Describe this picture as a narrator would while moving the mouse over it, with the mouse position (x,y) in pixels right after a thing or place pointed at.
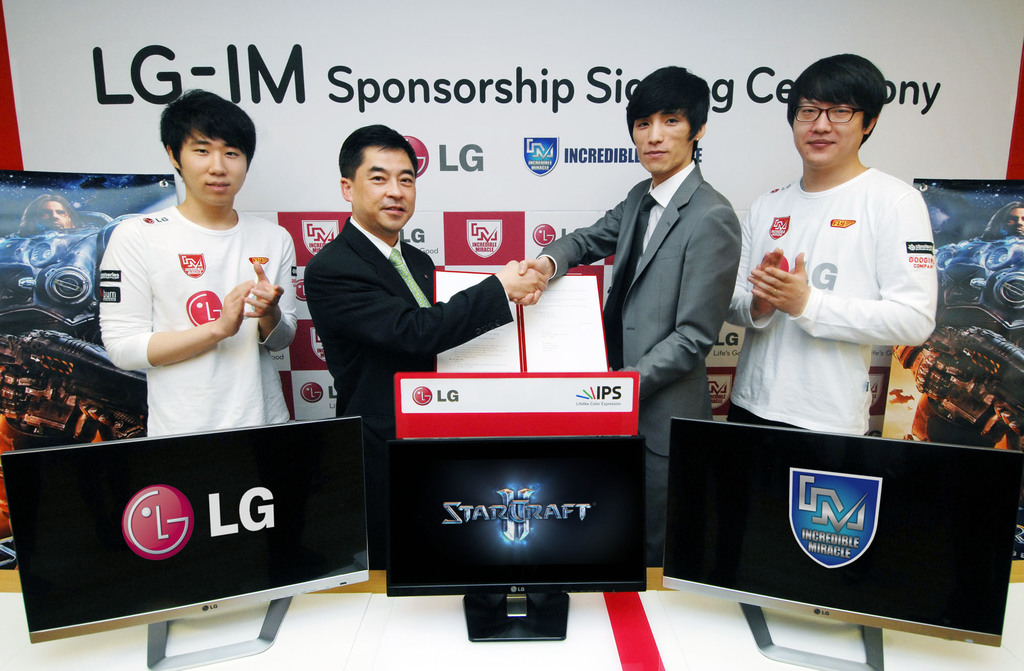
In this image we can see men (642,397) standing on the floor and display screens (253,496) are placed on the table (588,604) in front of them. In the background (925,128) there is an advertisement board (540,115).
